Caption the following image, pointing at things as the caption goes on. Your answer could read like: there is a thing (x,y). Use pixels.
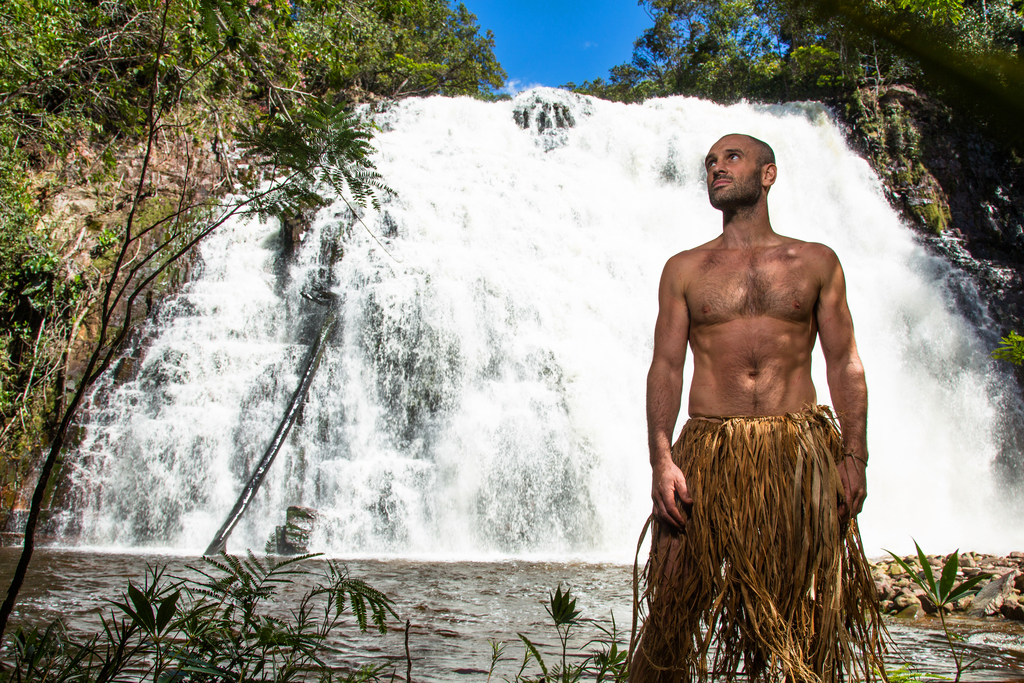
In this image in front (732,475) there is a person (763,314). Behind him there is a waterfall (871,386). At the bottom (260,643) there are plants (285,623) on the surface (507,626). On the right side of the image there are rocks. In the background (92,6) there are trees (320,21) and sky (523,29).
